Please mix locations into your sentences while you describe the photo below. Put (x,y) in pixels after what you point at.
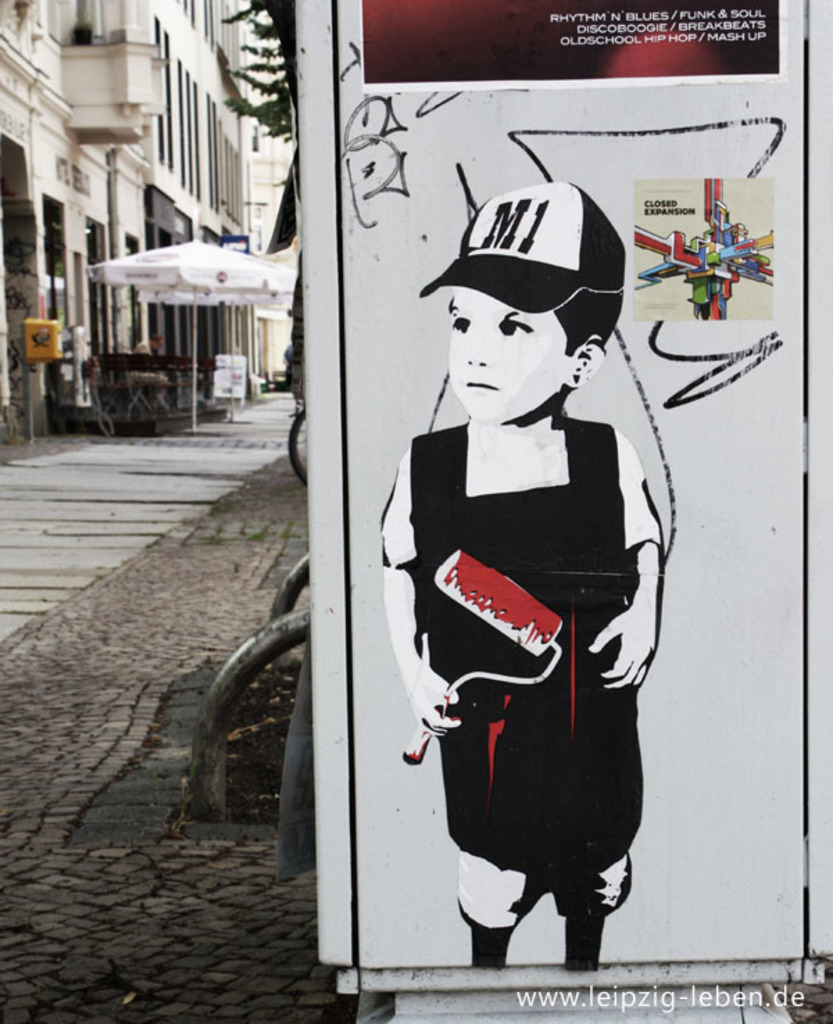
In the image we can see a poster (460,629), on it there is animated picture (556,563) of a boy (553,472) standing, wearing clothes (581,534), cap (533,288) and the boy (495,277) is holding a wall painting brush (509,589) in hand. This is a footpath (100,572), umbrella (183,287) and there are building (144,129). There is a tree (286,93) and this is a watermark (685,1002).
